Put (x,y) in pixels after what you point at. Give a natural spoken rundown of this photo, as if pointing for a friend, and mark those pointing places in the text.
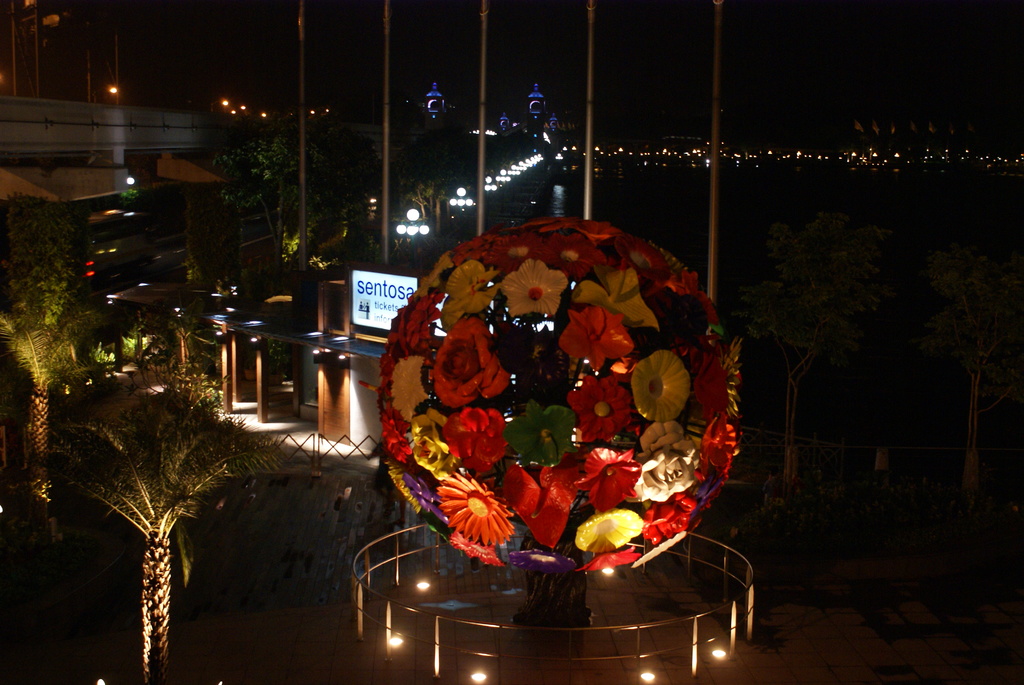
In the foreground of this image (565,603), there is an artificial tree like structure (548,499) and railing (403,609) around it. We can also see trees (229,200) and few buildings (311,381). In the dark background (685,41), it seems like a building (530,127), lights (710,161) and the dark sky (571,17).
